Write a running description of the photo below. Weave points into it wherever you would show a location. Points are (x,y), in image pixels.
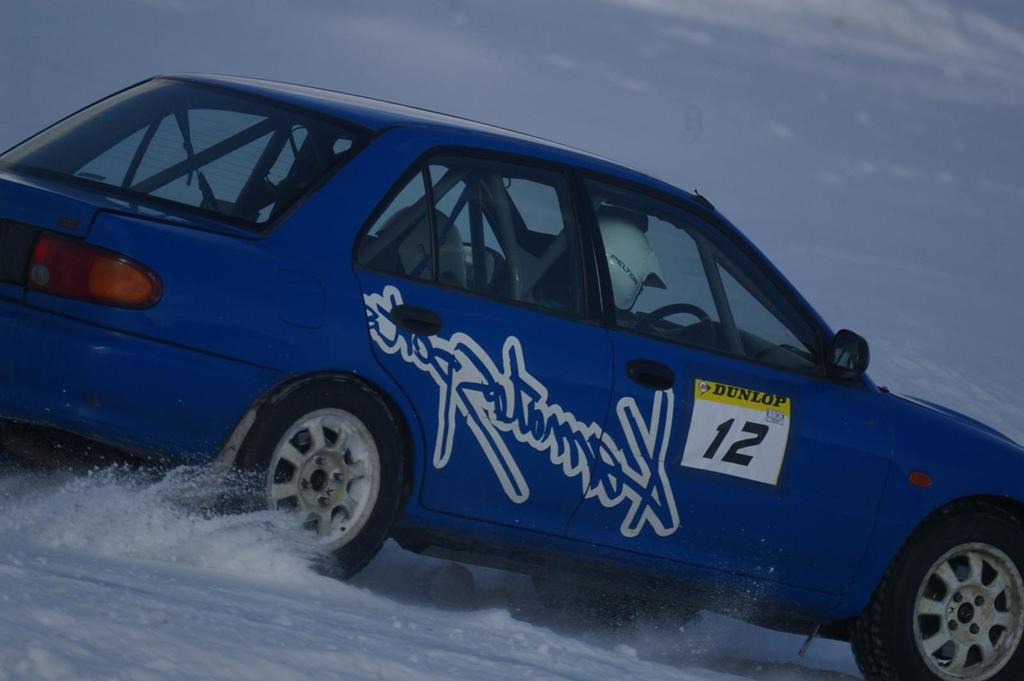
As we can see in the image there is snow (320,671), blue color car (460,305).
